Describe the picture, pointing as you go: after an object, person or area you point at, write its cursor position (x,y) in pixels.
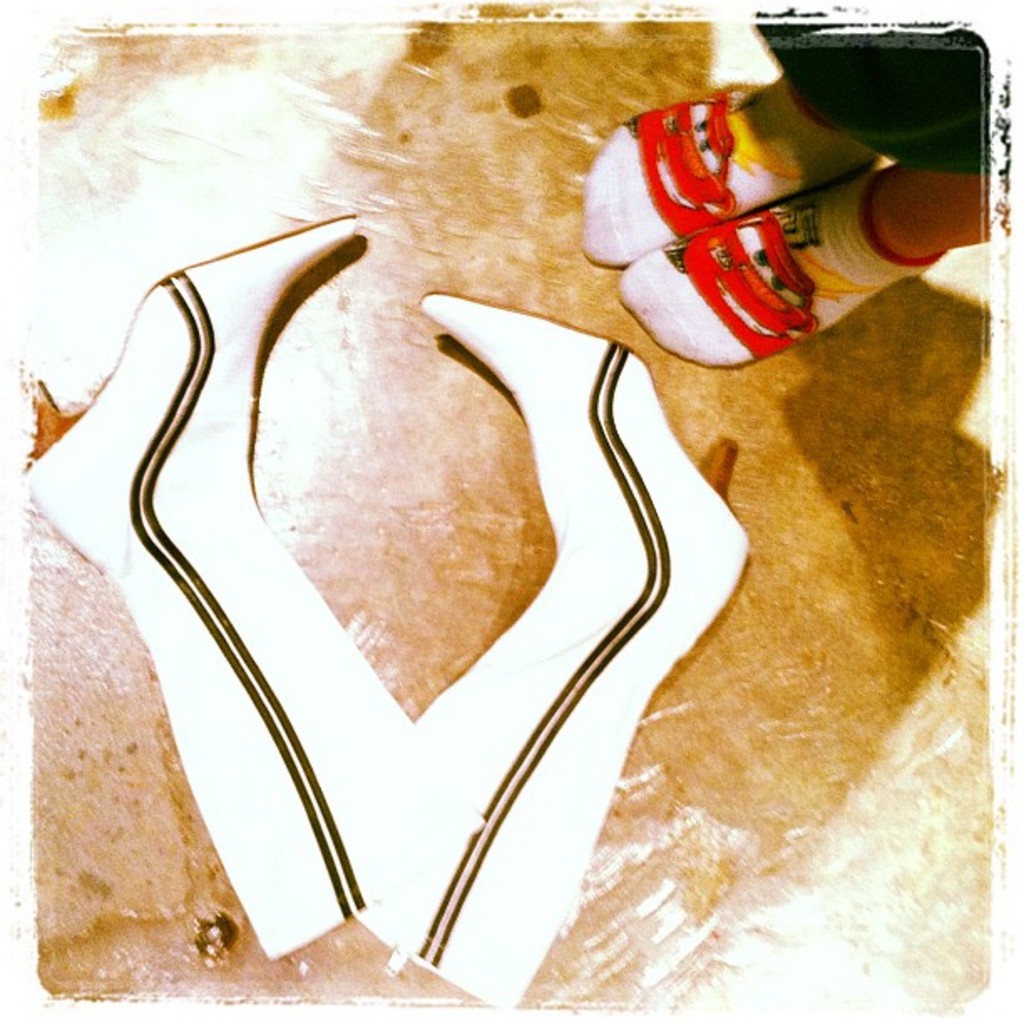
In this image I can see a person's foot (818,238). I can see a pair of shoes (248,552).
